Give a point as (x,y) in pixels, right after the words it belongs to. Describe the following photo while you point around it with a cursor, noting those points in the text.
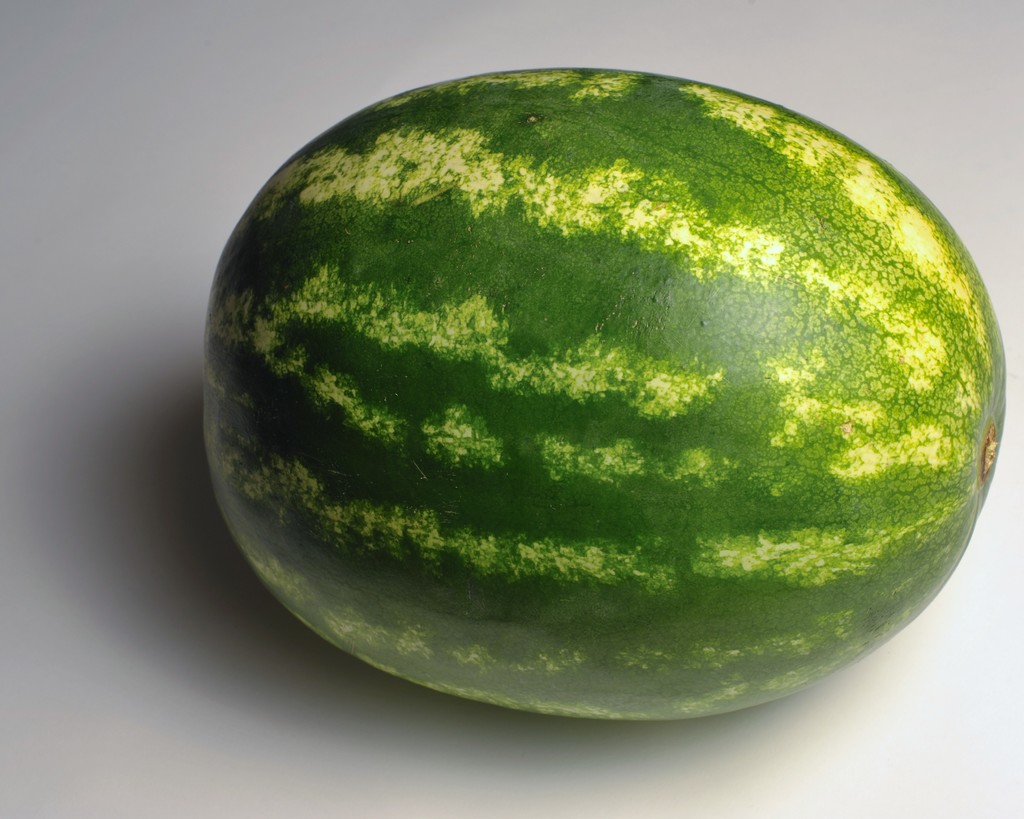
In this image I can see a watermelon (579,426) which is green and yellow in color. I can see the white colored background (179,352).
